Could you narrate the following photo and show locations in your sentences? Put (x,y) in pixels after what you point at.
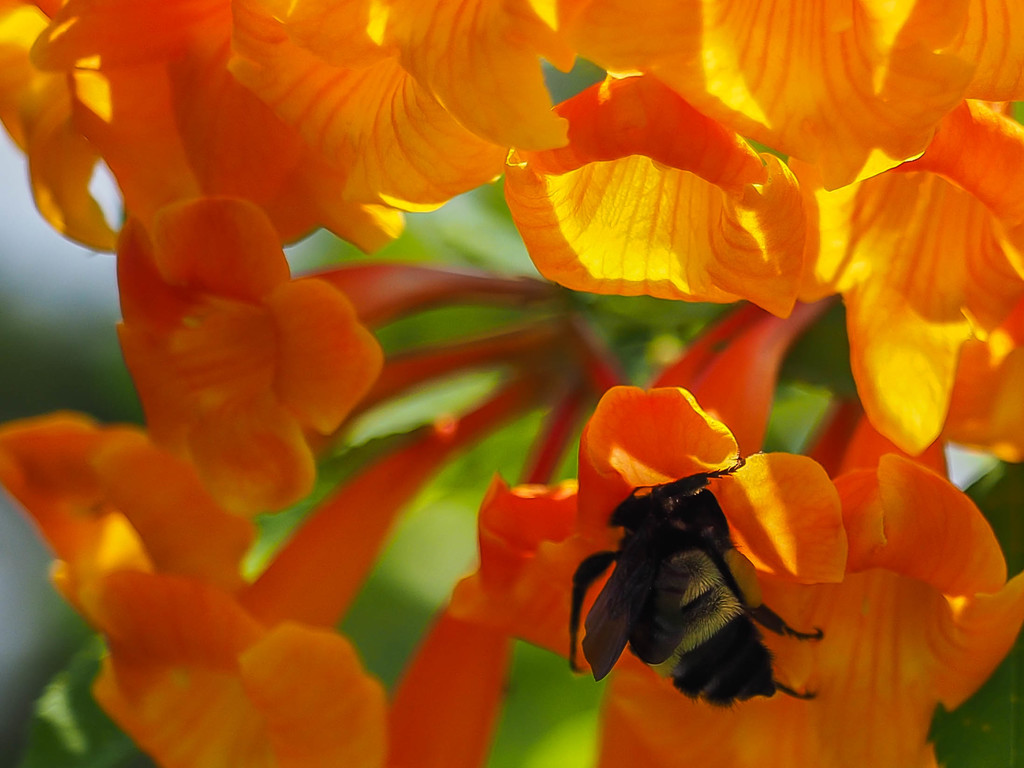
This image consists of flowers (241,362) in orange color. And we can see a bee (656,650) on the flower (812,739). In the background (331,473), there are green leaves (316,481).
